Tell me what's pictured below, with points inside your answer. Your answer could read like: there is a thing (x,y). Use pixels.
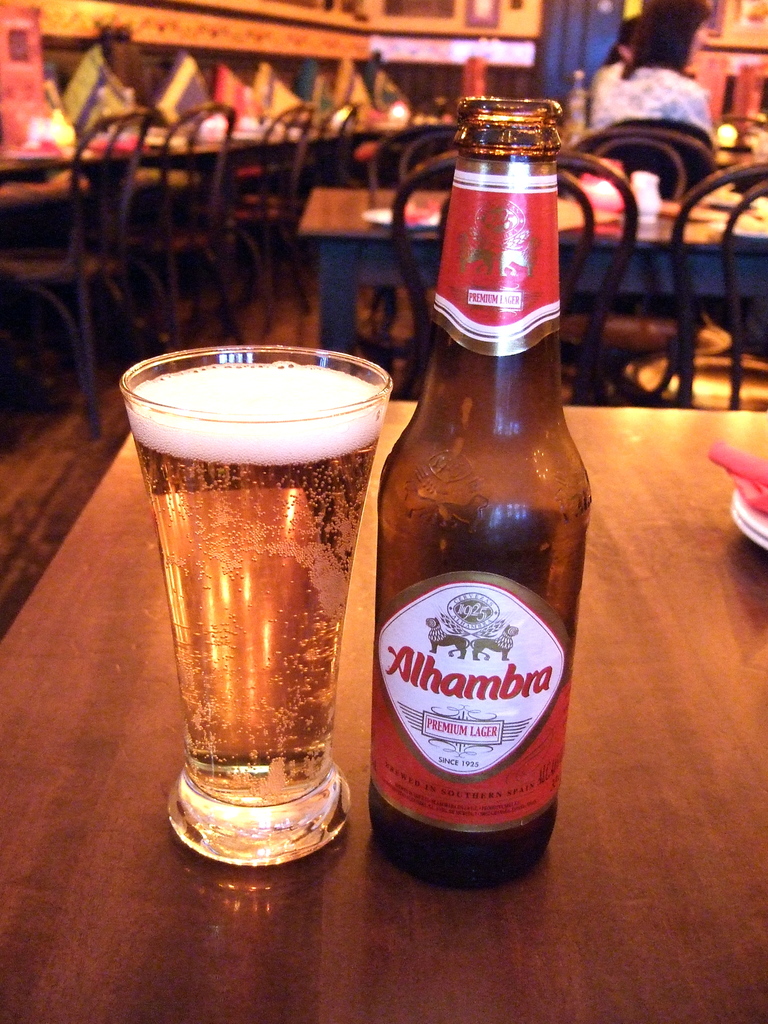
As we can see in the image there are tables (742,701) and chairs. On table (586,611) there is a bottle (397,615) and glass (185,675).
